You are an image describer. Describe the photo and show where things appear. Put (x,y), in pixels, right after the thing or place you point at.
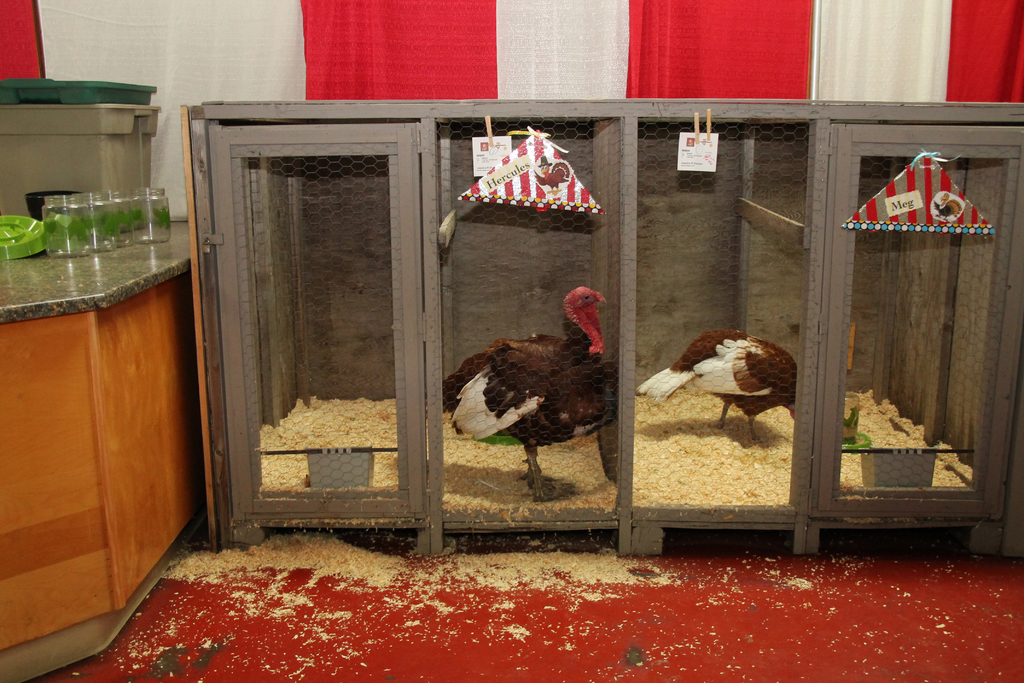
In this image we can see birds (475,405) in the cage (391,427) and there is a cabinet (141,262) beside the cage (219,220). On the cabinet (139,281) we can see organizers (84,140) and pet jars (114,209). In the background (382,11) there is a curtain (407,58).
